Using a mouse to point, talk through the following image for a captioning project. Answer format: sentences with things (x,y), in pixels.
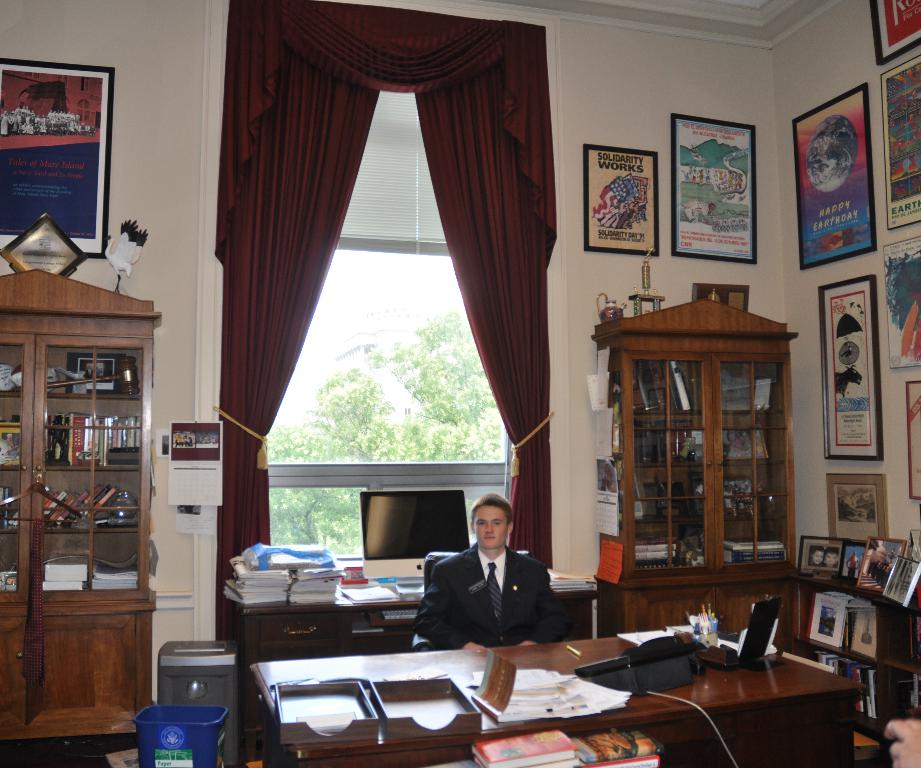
This picture is of inside the room (808,26). On the right (839,132) we can see many number of picture frames (904,344) hanging on the wall (710,78) and a cabinet (706,319). In the foreground (363,668) we can see a table (636,703), on the top of which a telephone (651,674), a pen stand (712,640) and some books (540,747) are placed, behind that there is a man (481,559) wearing suit (474,602) and sitting on the chair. In the background (87,268) we can see a wall (571,65), window (427,268), Window blind (428,162), curtains (448,154), Sky (388,287), trees (417,379) and some books (300,576) placed on the top of the table (313,613), a cabinet (94,652) containing books (101,432).
